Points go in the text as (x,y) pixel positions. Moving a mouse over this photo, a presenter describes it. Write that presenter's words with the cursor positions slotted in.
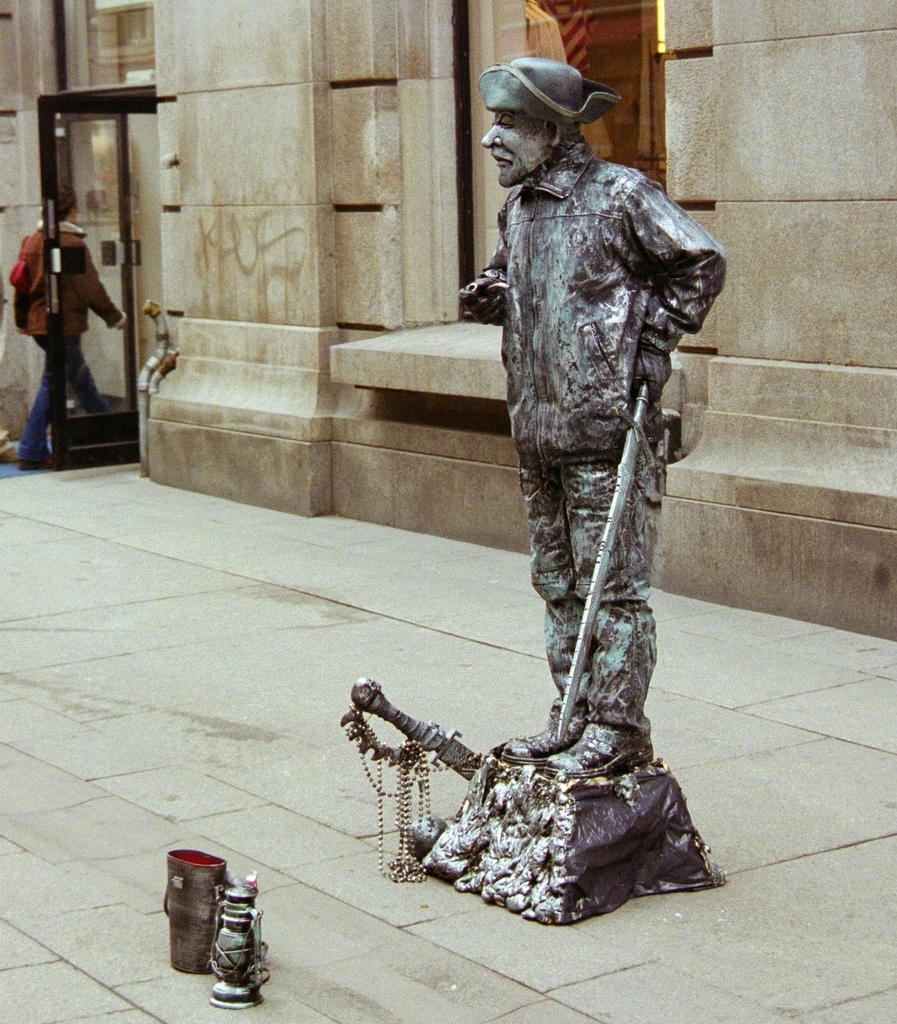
In this picture I can see a building (224,112) and a man (106,310) walking and I can see a statue (562,538) and couple of articles (215,898) on the sidewalk (71,514).
